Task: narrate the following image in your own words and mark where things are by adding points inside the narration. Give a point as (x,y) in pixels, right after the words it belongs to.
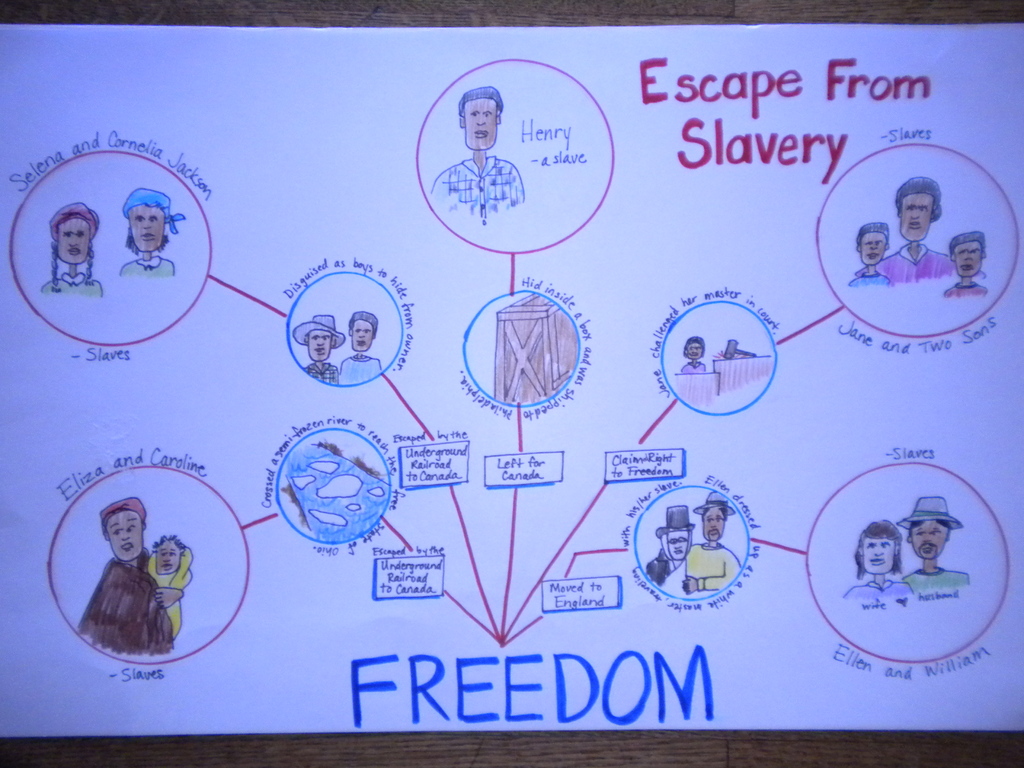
In this image there is a chart (291,191). There are sketches (151,242) of persons (460,187) and text (402,293) on the chart (638,130).
